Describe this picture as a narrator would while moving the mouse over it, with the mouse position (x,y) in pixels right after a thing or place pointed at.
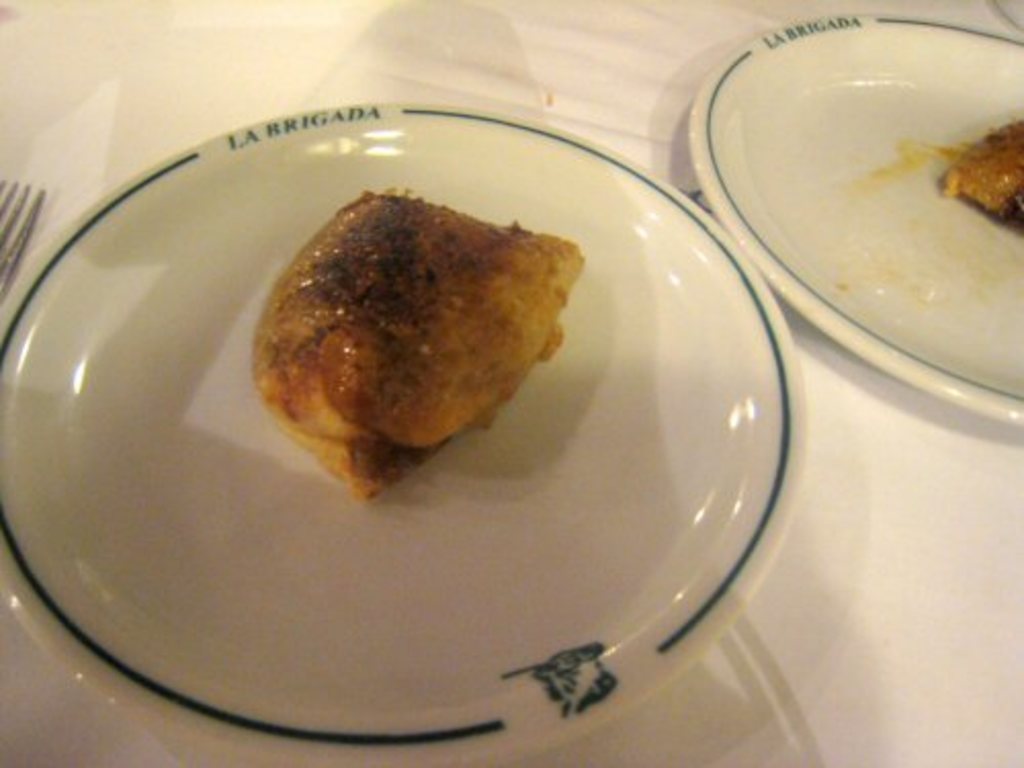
In this image we can see food items (350,349) in the plates (111,340) and fork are on a platform (983,520).
